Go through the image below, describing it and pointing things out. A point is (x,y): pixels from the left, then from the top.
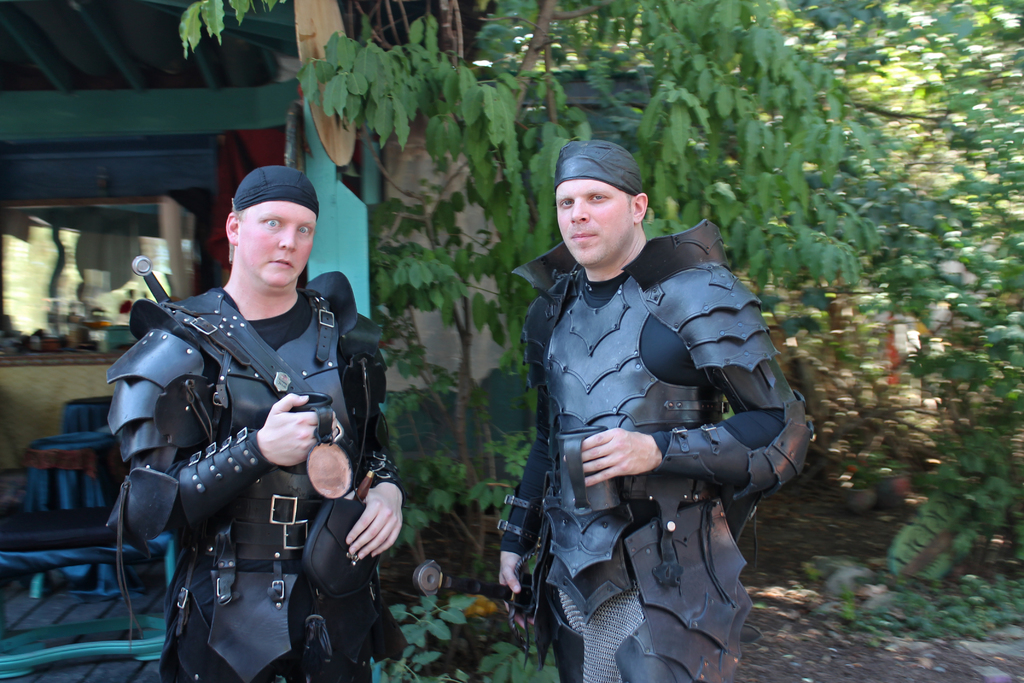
In this image we can see two persons (395,492) standing on the ground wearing the costumes (575,611). On the backside (703,63) we can see some trees (742,170), chairs (55,480) and some objects (92,342) placed on the table (65,355).
